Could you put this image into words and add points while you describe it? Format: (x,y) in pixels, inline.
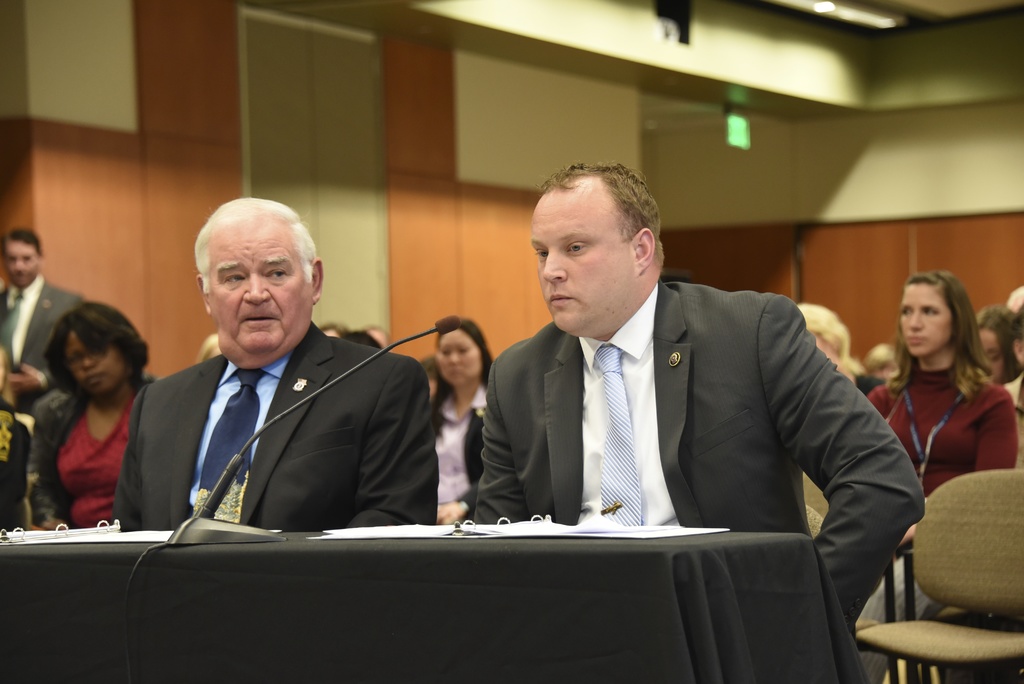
The photo is taken in a meeting hall (457,272). few people (973,385) are sitting on chairs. In the front (574,391) two people (624,408) wearing black suit (418,413) are sitting. In front of them on the desk (386,563) there is mic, papers (418,534).
